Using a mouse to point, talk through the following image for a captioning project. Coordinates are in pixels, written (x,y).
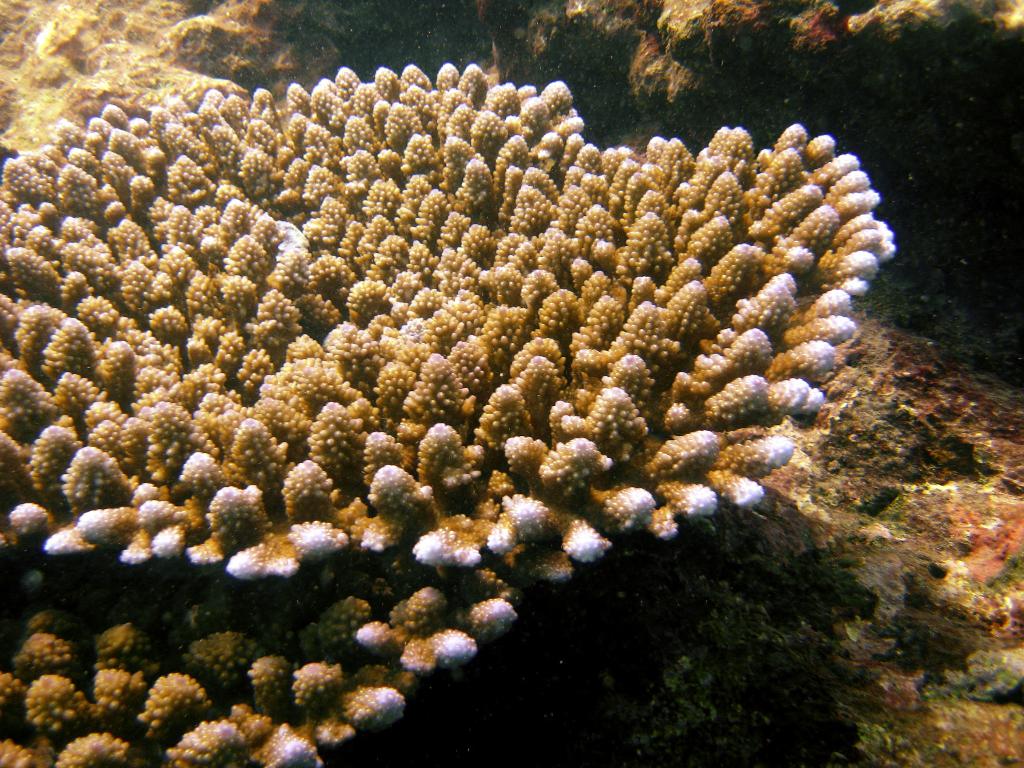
The image is taken inside water (426,13). In the image we can see coral reefs (344,455) and plant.
